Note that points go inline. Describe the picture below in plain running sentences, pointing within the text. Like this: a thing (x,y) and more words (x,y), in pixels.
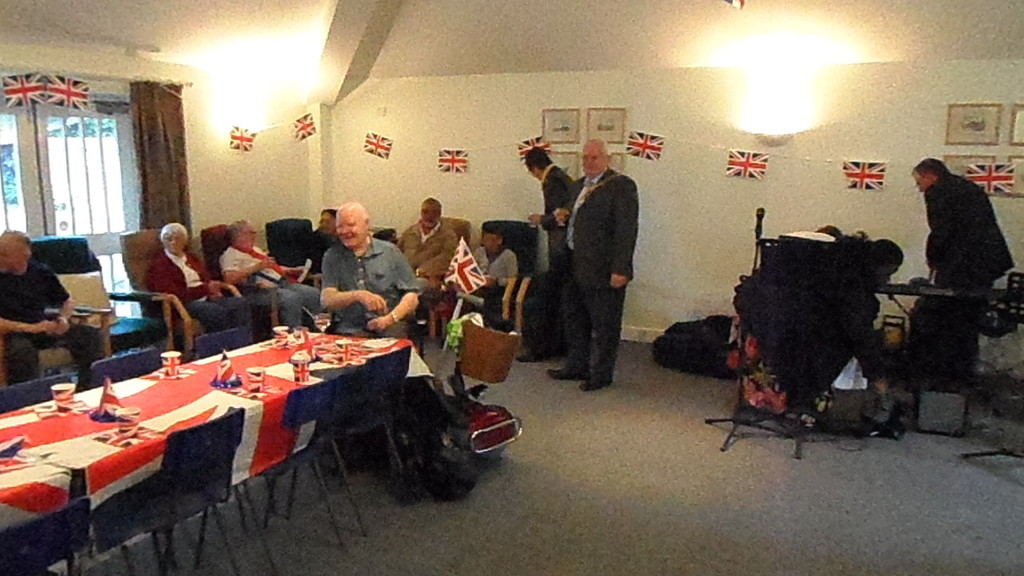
This picture describes about group of people (289,267) few are seated on the chair (139,293) and few are standing, in front of them we can see cups (264,377), plates (336,362) on the table (162,385), and also we can see some baggage (426,444) in front of them, in the right side of the image (915,292) we can see some musical instruments (915,292).
